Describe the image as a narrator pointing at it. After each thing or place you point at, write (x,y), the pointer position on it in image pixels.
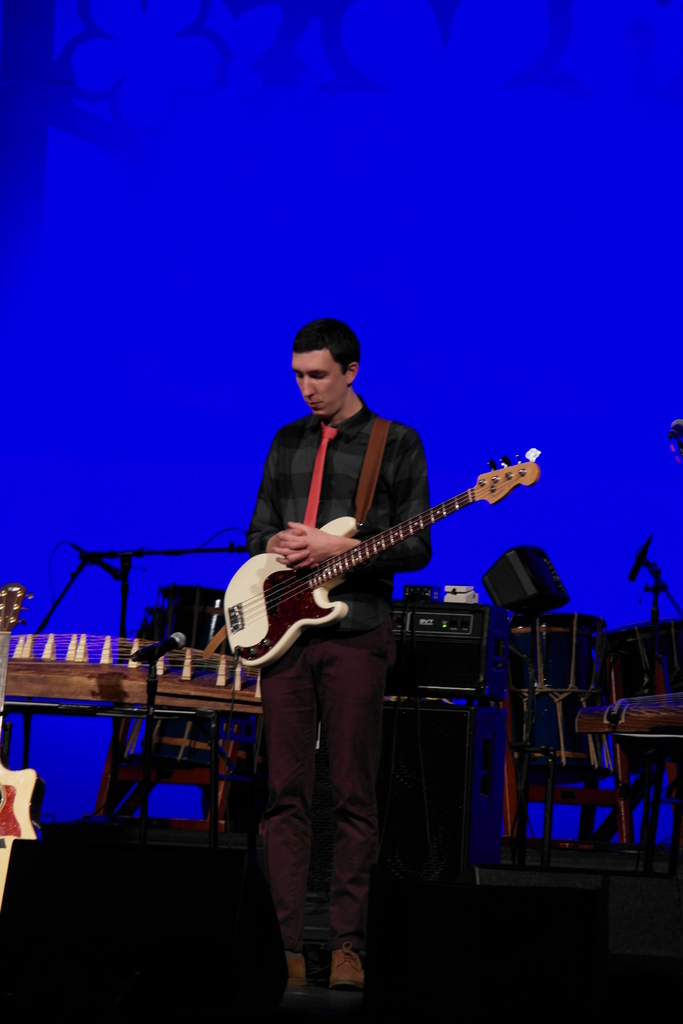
In the foreground (272,624) a person (357,352) is standing on the stage (359,1013) and holding a guitar (279,619) in his hand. In the background (158,614) musical instruments (539,728) are kept on the stage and a mike (150,753) is there. The background (150,181) is blue in color. This image is taken on the stage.
